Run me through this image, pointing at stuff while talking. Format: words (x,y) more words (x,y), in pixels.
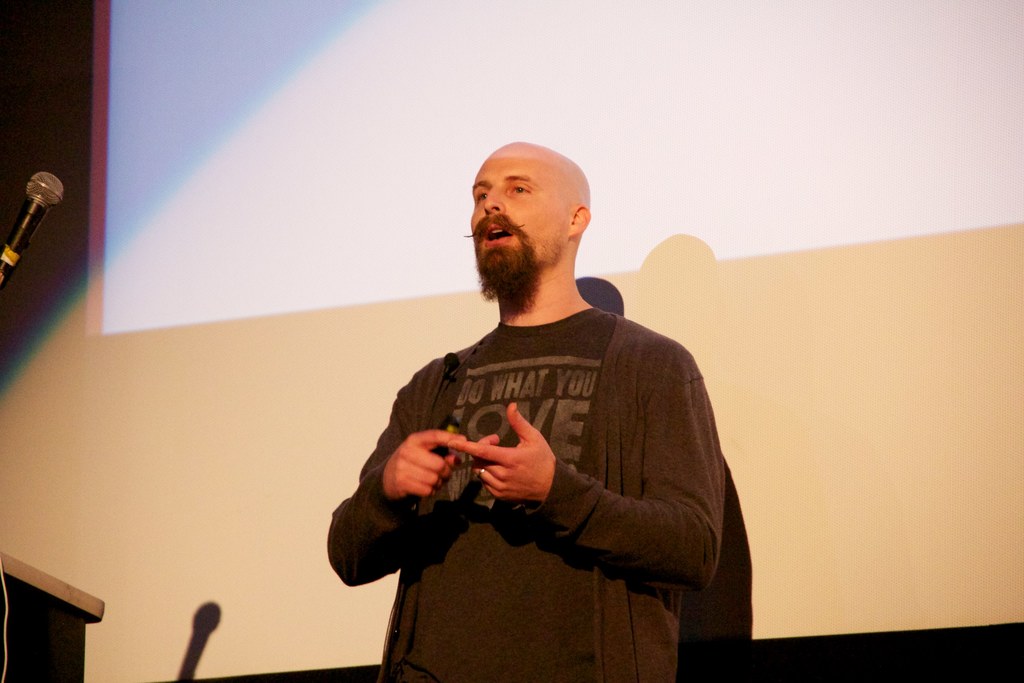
In the middle of the image (532,271) there is a man (543,378) with black jacket (620,404) and black t-shirt (556,430) is standing and talking. At the bottom left corner of the image (82,612) there is a podium (37,591) and a mic (43,184). Behind the man (528,293) there is a screen (449,326) with light (457,176).
